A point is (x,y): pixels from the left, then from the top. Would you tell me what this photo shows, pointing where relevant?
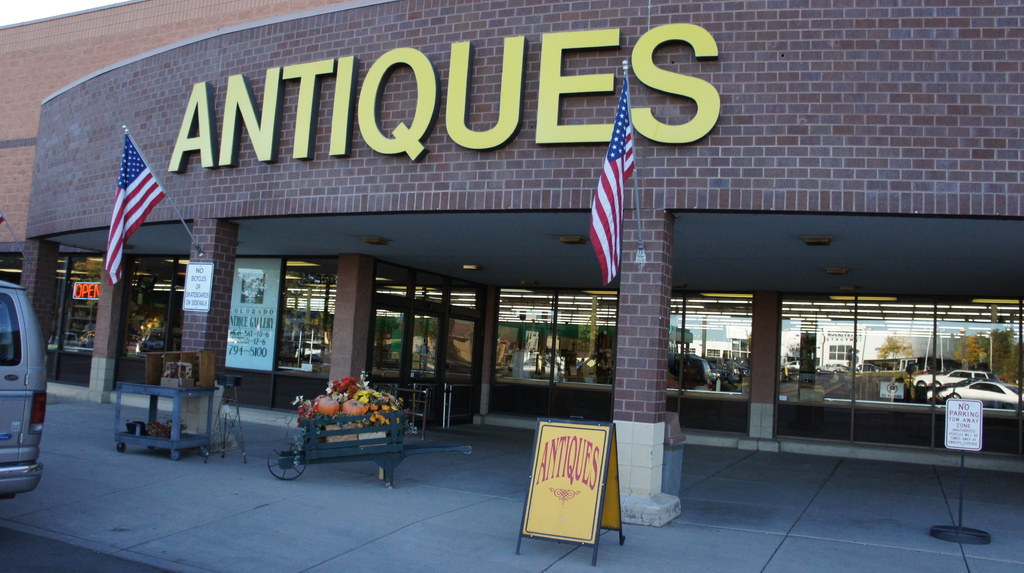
In this image we can see a building (541,322), pillars (209,325), boards (594,484), cart (396,436), pumpkins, flowers (382,410), and glasses (578,368). On the glasses (598,338) we can see the reflection (915,343) of buildings (843,338), trees (1006,359), poles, vehicles (976,398), and sky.
